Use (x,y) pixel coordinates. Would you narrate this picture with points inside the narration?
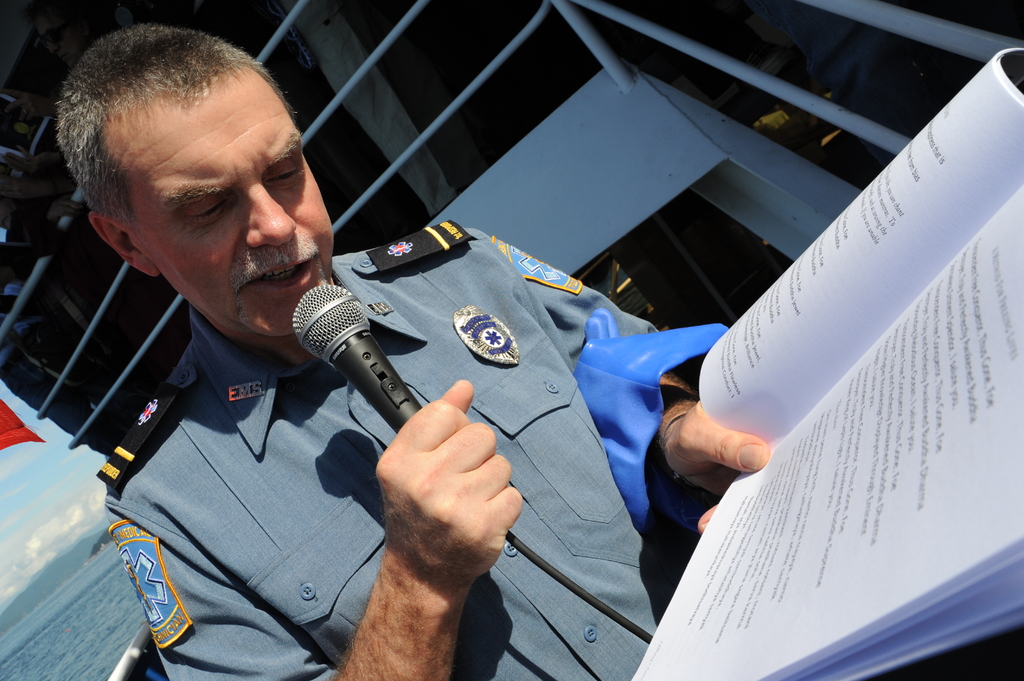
Here in this picture we can see a person (268,532) standing in the ship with uniform (189,449) on him and speaking something in the microphone (326,329) present in his hand (402,449) over there and he is also holding a book (792,387) in his hand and beside him we can see a staircase (750,139) with railing (779,88) present over there and we can see number of people (28,179) standing over there and on the left side (106,605) we can see water (109,586) present all over there and we can see clouds (51,549) present in the sky (59,509) over there.
